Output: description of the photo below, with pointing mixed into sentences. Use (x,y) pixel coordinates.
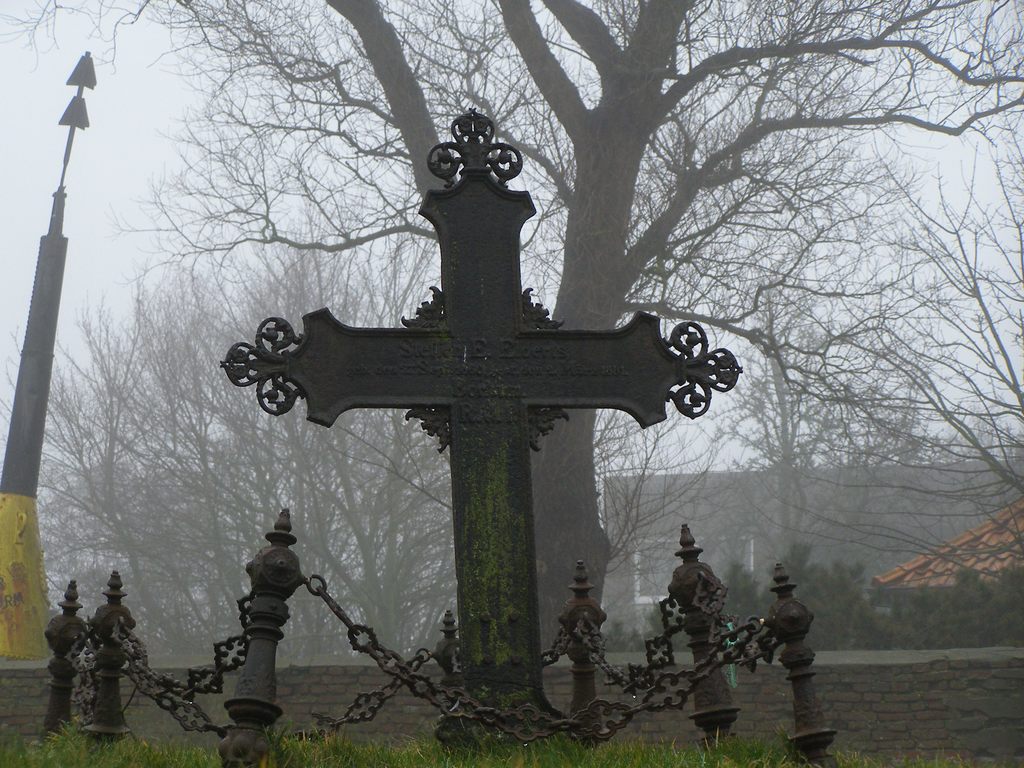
In this image there is a metal cross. Around the metal cross (689,380) there is a metal chain fence (609,677). At the bottom of the image (200,757) there is grass (186,756) on the surface (877,766). On the left side of the image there is an arrow like structure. In the background of the image (959,703) there is a wall (776,682). There are trees (707,197), buildings (1006,532) and sky (927,177).
